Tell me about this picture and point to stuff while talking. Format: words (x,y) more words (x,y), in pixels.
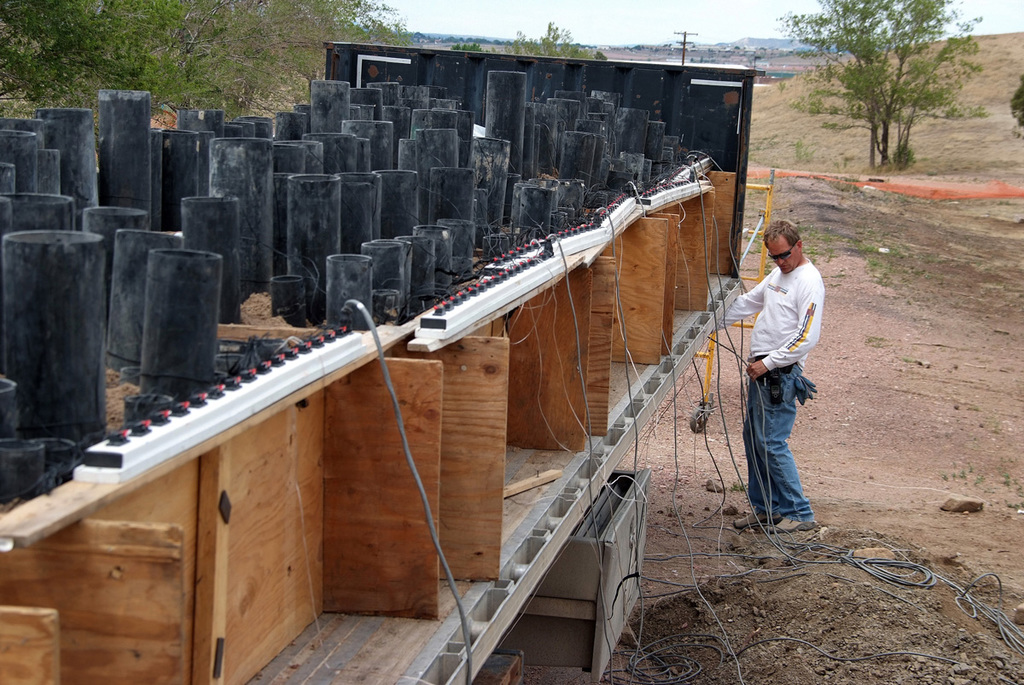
In this image we can see one current pole (685,55), so many trees (861,85), mountains (970,76) and bushes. One person (799,350) is standing and holding some object (727,350). Some wires (670,358) are there. There is one table (161,419) under that some objects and wooden planks (356,471) and some objects (269,242) are on the table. At the top (470,12) there is the sky (467,24).
